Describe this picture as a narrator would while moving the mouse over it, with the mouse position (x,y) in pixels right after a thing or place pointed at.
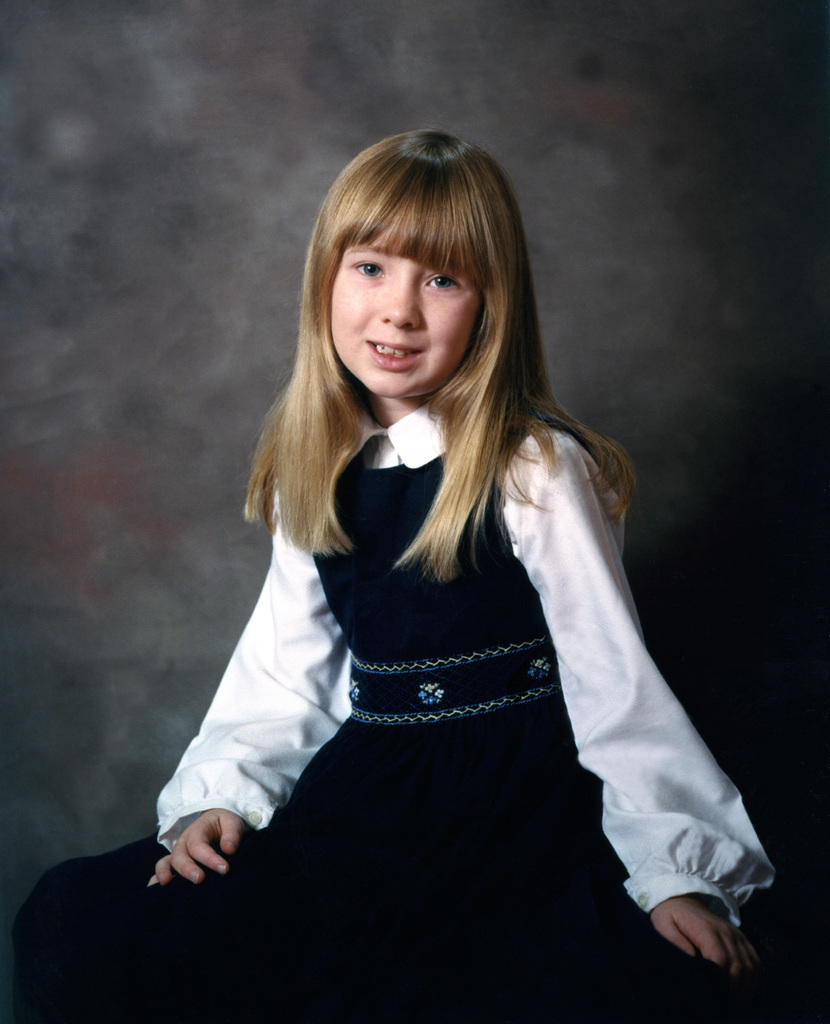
In this image I can see a girl (214,820) and she wearing a black and white color dress (390,696) and her mouth (412,350) is open.
